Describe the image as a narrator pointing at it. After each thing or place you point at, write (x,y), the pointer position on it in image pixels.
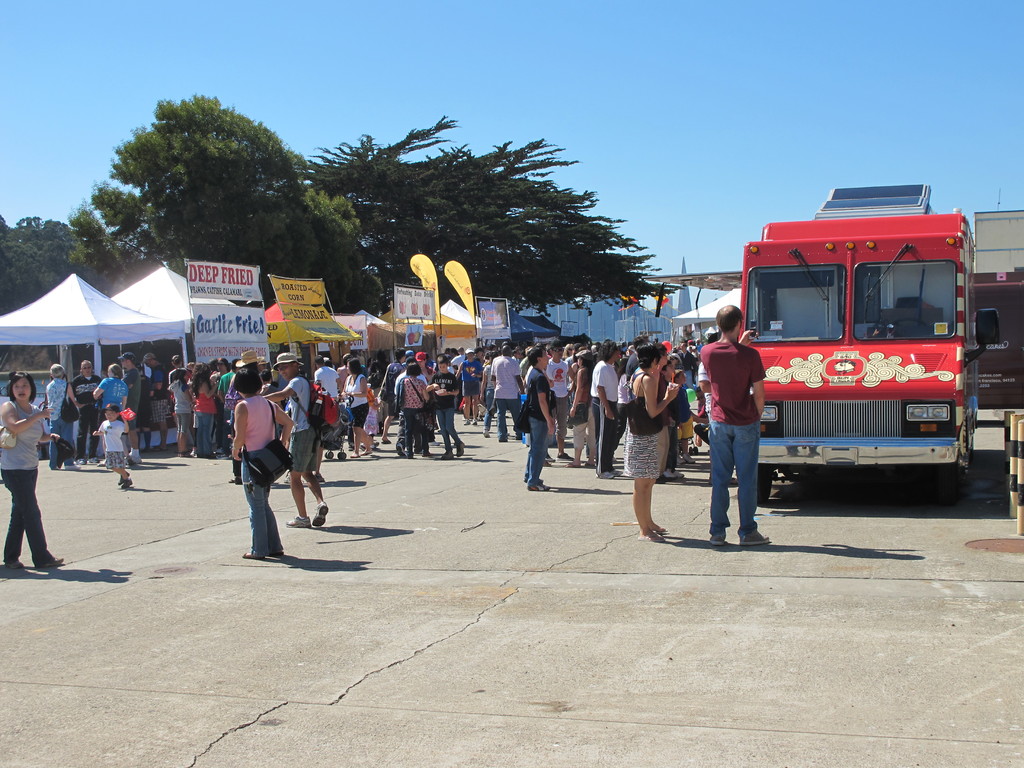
This image consists of many people (739,377) standing and walking on the road (705,507). On the right (866,452), we can see a vehicle (871,379) in red color. In the background (109,303), there are stalls (80,322) along with banners (206,334). And there are many trees (578,211). At the bottom (515,714), there is a road (574,720).
